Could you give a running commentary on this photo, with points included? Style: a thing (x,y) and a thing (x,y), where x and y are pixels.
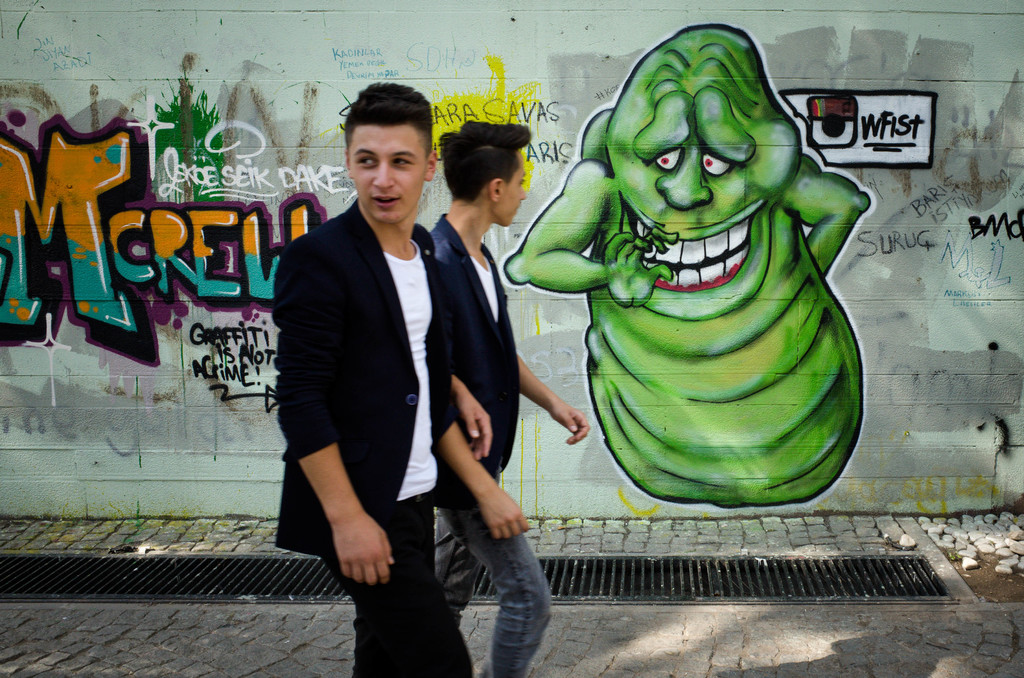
In the picture we can see two men (346,313) who are walking along the footpath (288,630) and in the background of the picture (136,600) there is floor drain (22,586) and there is a wall (310,155) which is painted with some words (80,309) and there is a picture (519,276) on wall (589,354).
